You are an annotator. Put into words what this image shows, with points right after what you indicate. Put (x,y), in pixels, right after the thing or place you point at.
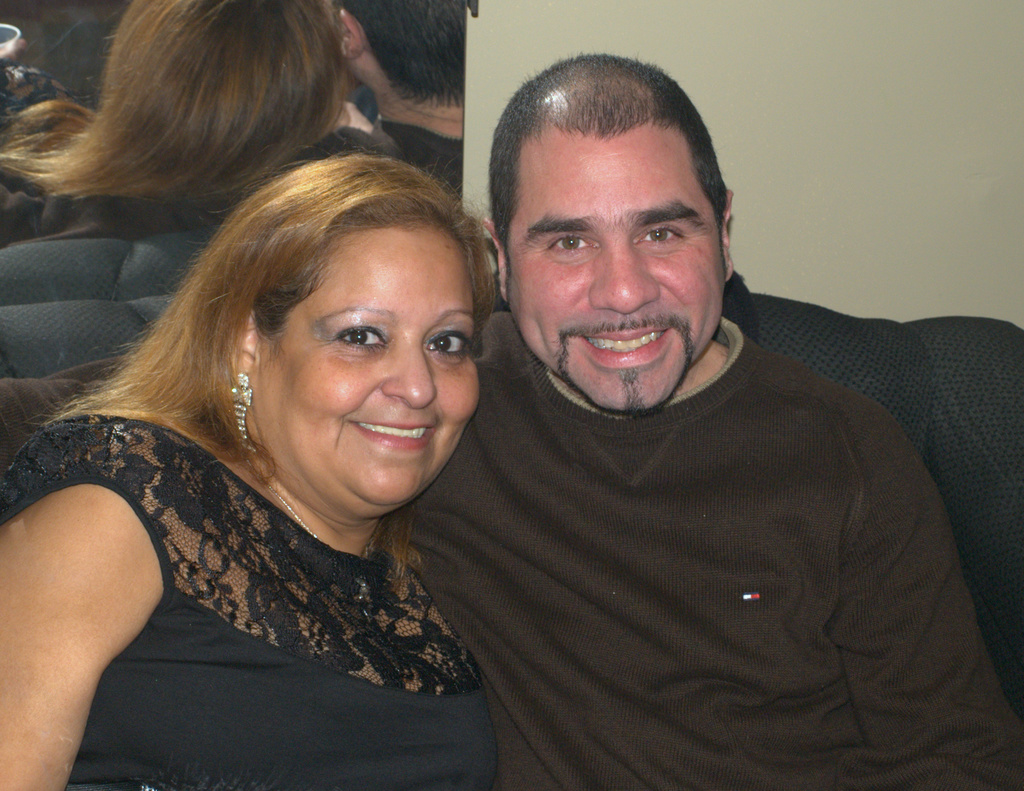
In the picture I can see a woman (343,450) and man (725,577) are wearing dark color clothes (267,704) and smiling. In the background (375,104), we can see their reflection (194,99) in the mirror (342,116) which is fixed to the wall (785,186).
